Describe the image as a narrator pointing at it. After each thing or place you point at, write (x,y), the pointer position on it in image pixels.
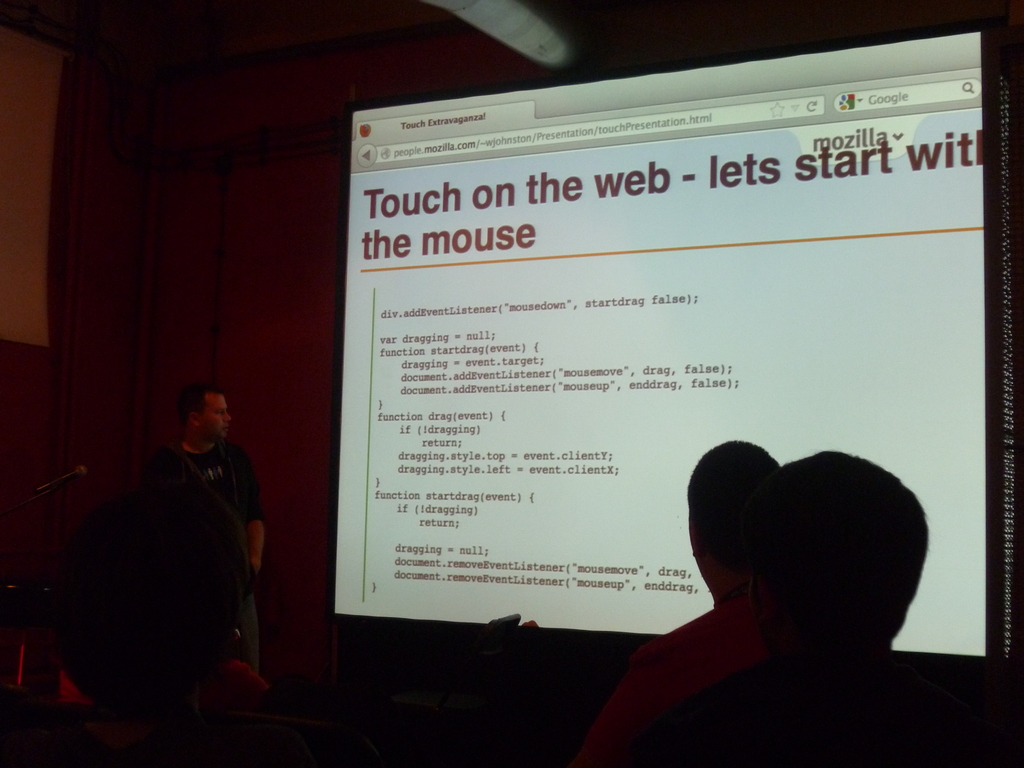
In this image in the center (403,448) there is a screen (655,428), on the screen (669,374) there is text (660,385). And on the right side (721,590) and left side (95,616) there are some persons (121,595), and in the background (243,209) there is a wall (619,2).
